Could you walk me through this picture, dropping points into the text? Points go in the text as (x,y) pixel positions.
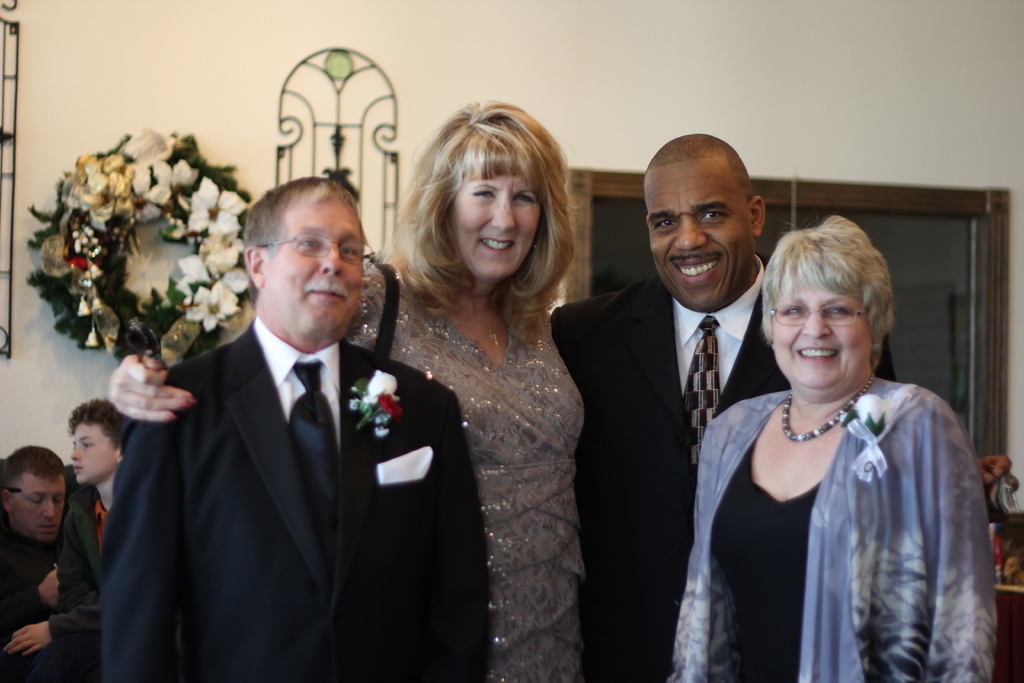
In the picture I can see people (376,558), among them the people (444,546) in the front (370,558) are standing and smiling. In the background (152,236) I can see flowers (202,211) and some other objects (113,316) attached to the wall (420,146).
